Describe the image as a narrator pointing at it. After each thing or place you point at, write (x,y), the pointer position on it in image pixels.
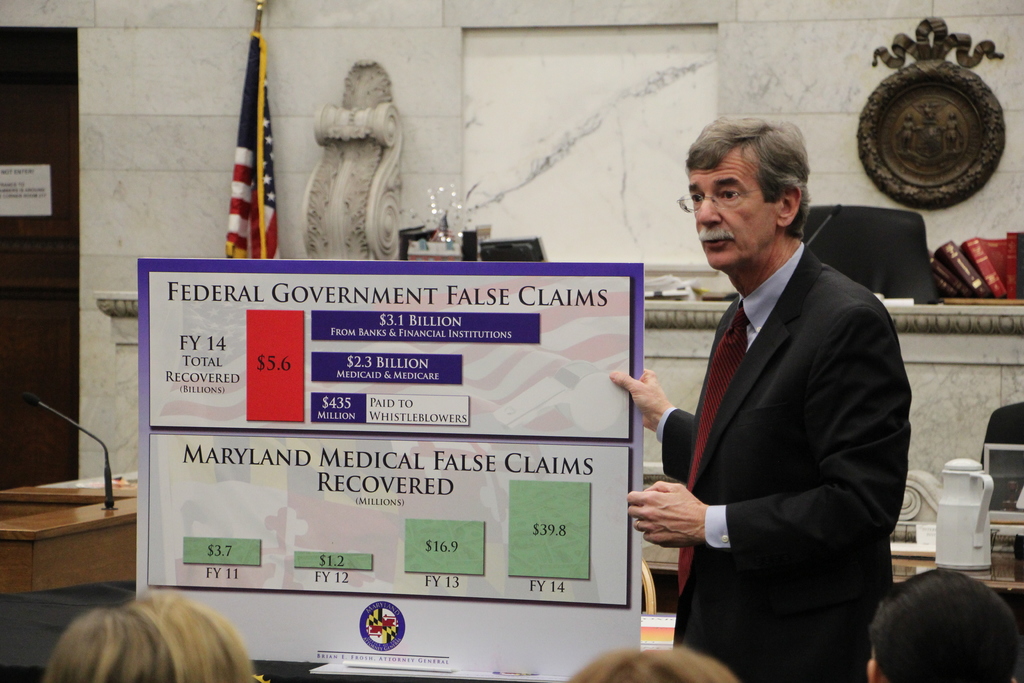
In this image I can see a person (731,328) standing wearing white shirt (763,317), maroon tie (736,336) holding a board (558,354) which is in white color and something written on it. Background (251,125) I can see flag (254,137) in blue, white and red color, and wall (541,105) in white color.
